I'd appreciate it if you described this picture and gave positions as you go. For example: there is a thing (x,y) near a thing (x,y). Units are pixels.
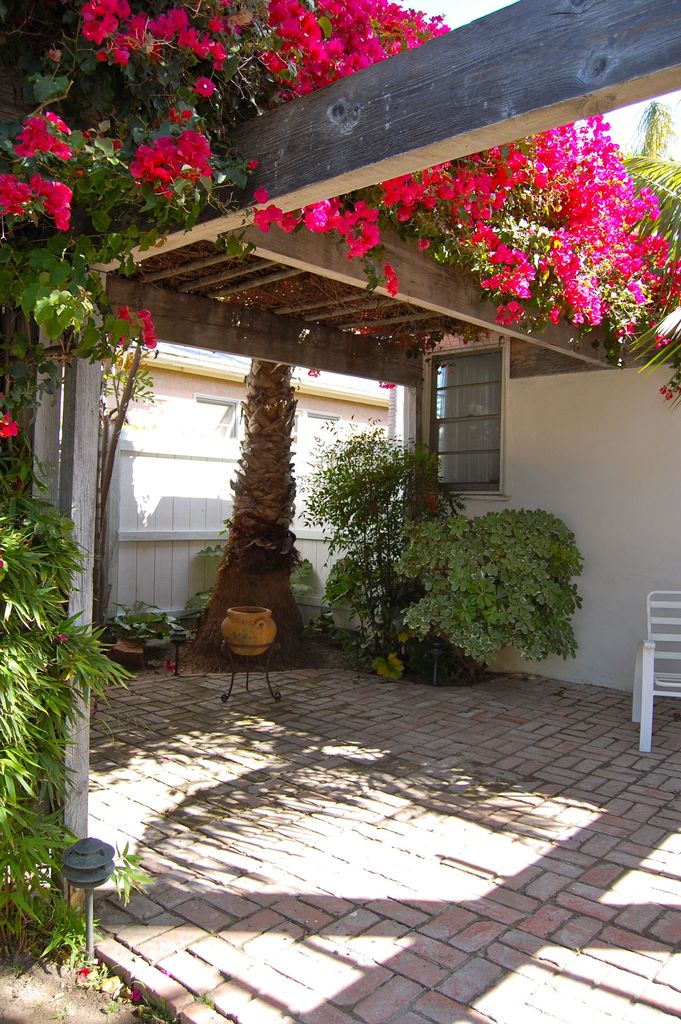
This image consists of creepers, flowering plants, chair (662,684), pot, shed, window (503,461), tree (274,578), building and the sky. This image is taken may be during a day.
